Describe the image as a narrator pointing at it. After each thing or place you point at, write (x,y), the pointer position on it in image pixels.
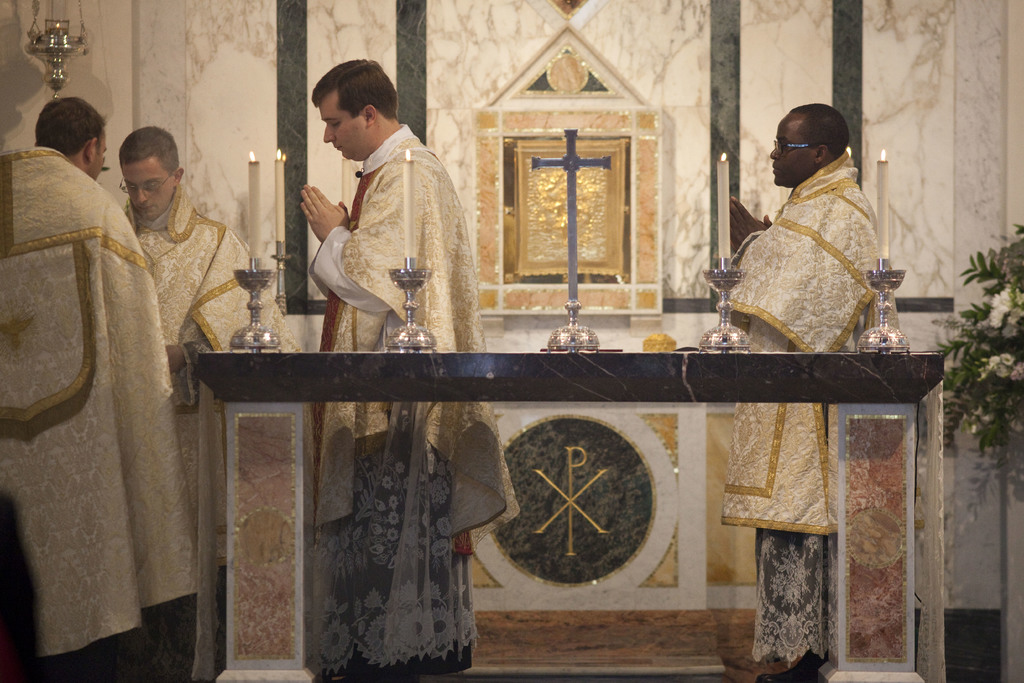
This is looking like a church (584,499). Here I can see four men (338,274) are wearing white color dresses (428,253) and praying. In the foreground (385,392) I can see a table (629,370) on which some candles (278,225) are placed. On the right side (999,327) I can see a plant (973,369) and white color flowers (1002,319) to it. In the background (601,39) there is a white color wall (429,49).
